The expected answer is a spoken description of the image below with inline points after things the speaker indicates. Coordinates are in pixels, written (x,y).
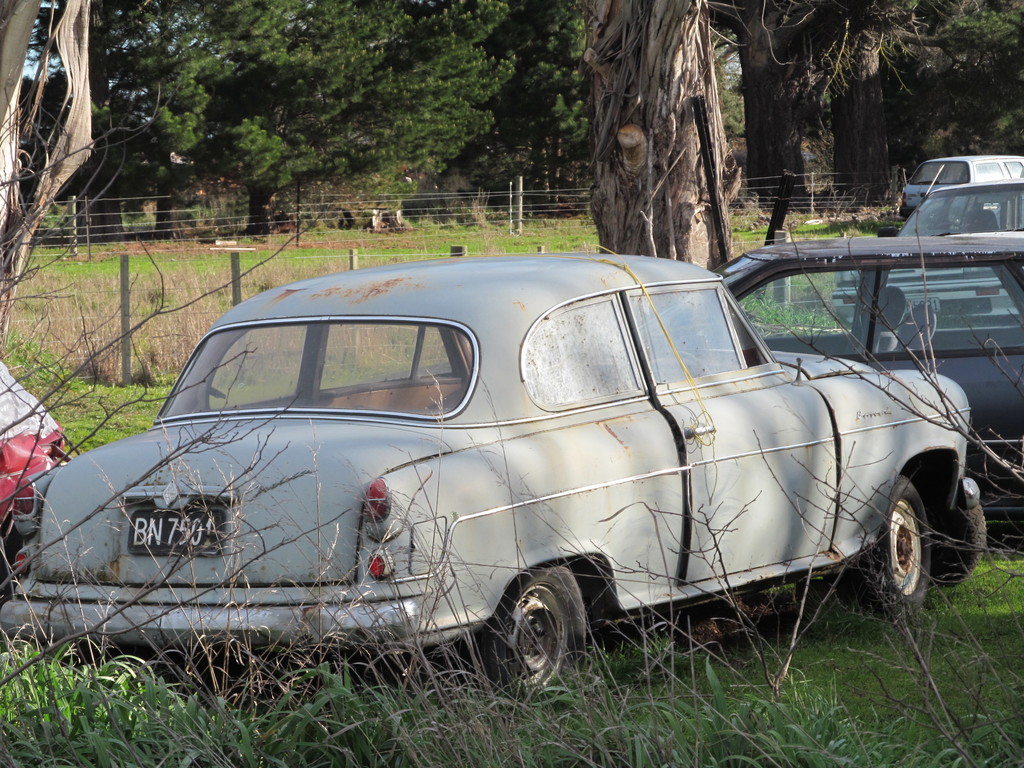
In this picture I can see vehicles (966,455), there is grass (810,691), fence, and in the background (566,110) there are trees (536,69).
